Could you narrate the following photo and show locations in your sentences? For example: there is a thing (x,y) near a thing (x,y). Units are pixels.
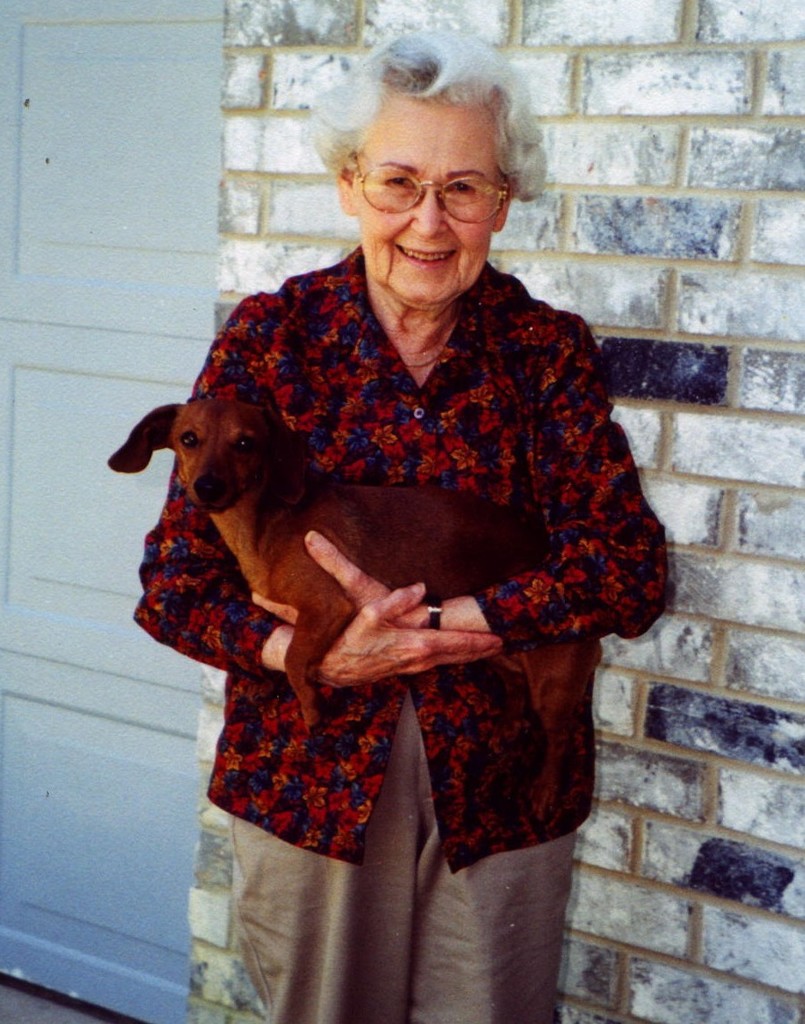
This picture describes about standing woman (340,391) she is laughing and she is holding a dog (274,583) in the background (590,290) we can see the wall (601,254) and a door (70,177).
